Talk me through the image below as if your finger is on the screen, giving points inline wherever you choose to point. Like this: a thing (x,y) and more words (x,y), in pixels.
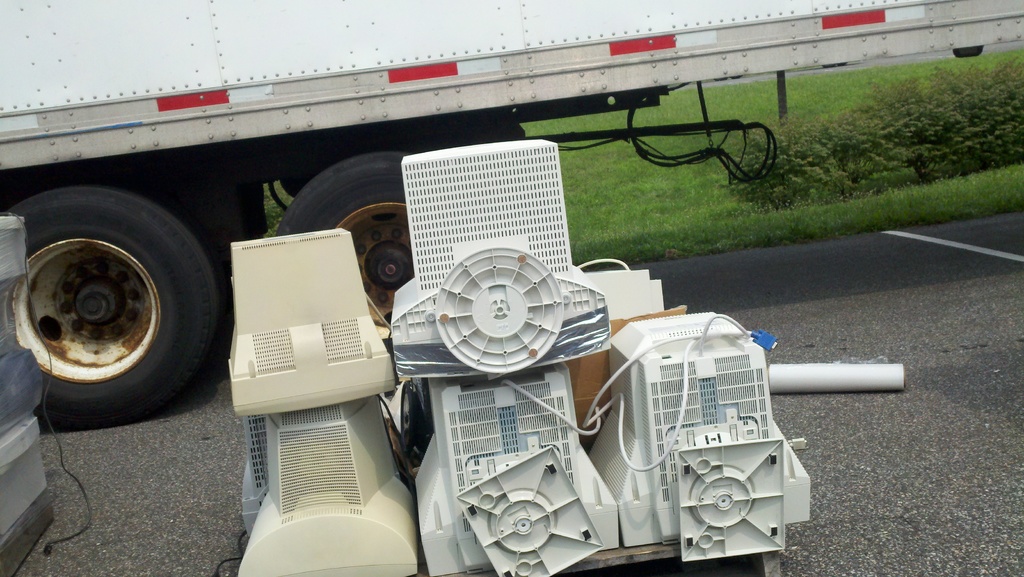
In the picture we can see some machines (367,505) on the road surface (167,524) and behind it, we can see a part of the truck (52,158) with two wheels (41,350) and beside it we can see the grass surface (674,247).
